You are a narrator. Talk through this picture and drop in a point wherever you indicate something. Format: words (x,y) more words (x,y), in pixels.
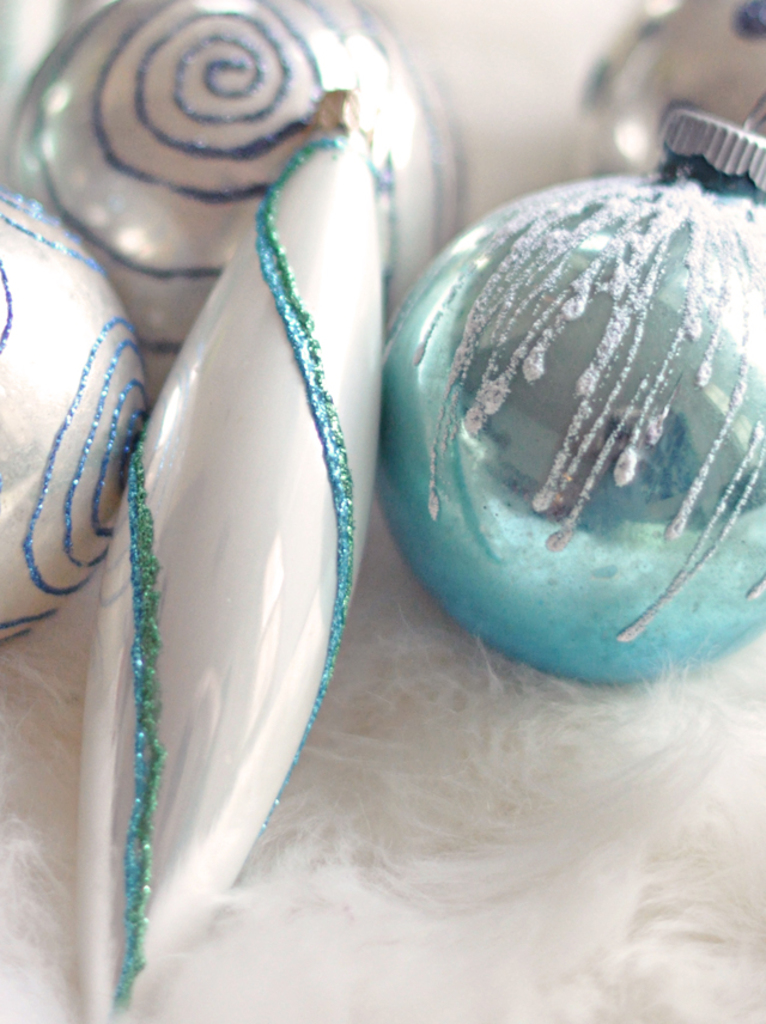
In this image I can see few decorative items (220,524) which are white and blue in color. I can see the white colored background (438,927).
